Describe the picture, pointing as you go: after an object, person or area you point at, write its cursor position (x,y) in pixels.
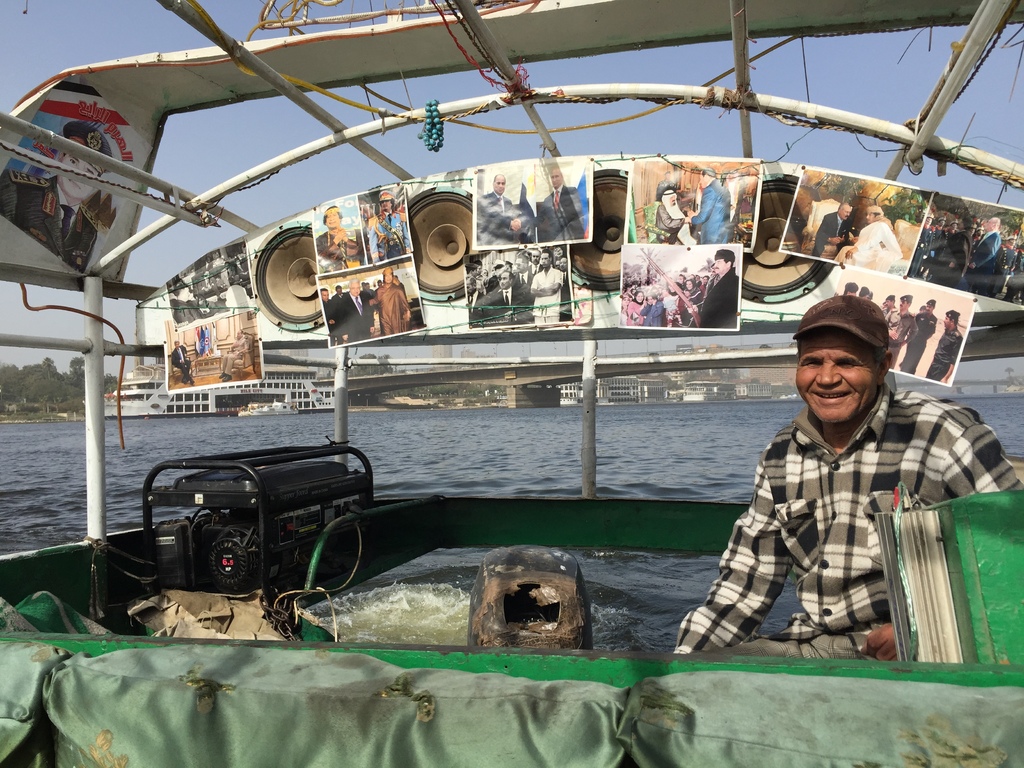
In this picture we can see a man (859,456) in the boat (554,515), and we can find few speakers (815,265), posters (360,227), metal rods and a generator (243,586), in the background (629,421) we can find few buildings (705,395), trees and water (578,431), and we can see he wore a cap (811,330).
